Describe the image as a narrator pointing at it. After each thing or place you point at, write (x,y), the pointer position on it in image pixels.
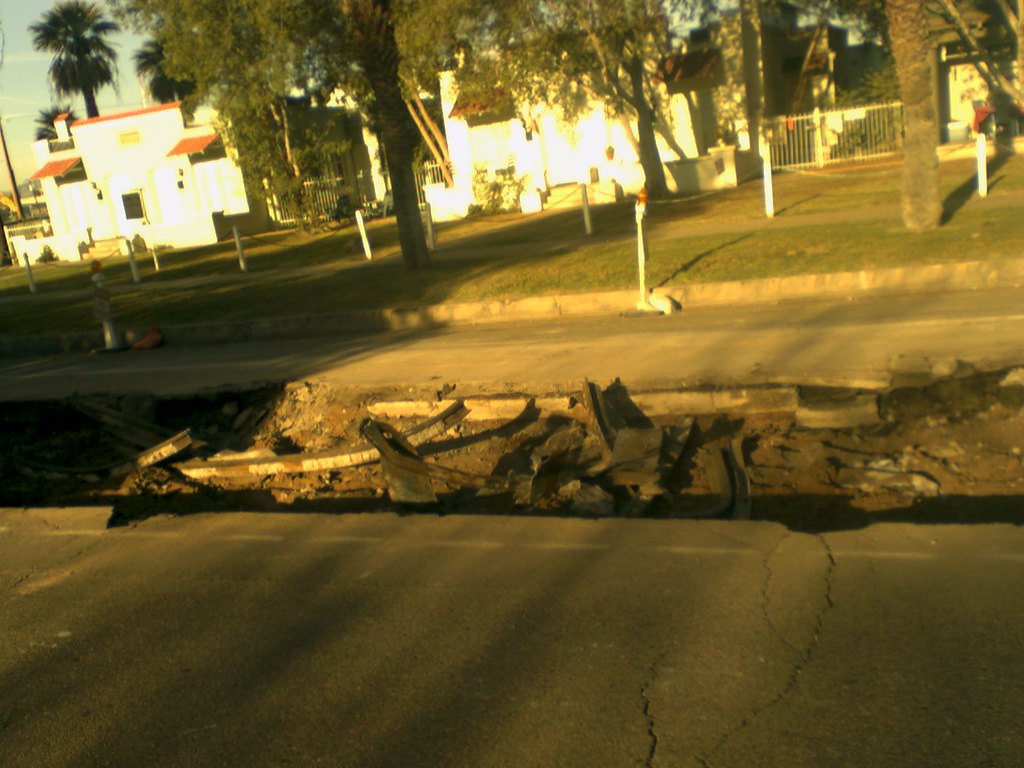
In this picture we can see a few objects (297,452) on the path (189,525). There are a few poles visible from left to right. We can see some grass (491,268) on the ground (545,268). There is a fence (280,207), houses (554,151) and some trees (201,54) are visible in the background (228,29). Sky (50,90) is blue in color.
